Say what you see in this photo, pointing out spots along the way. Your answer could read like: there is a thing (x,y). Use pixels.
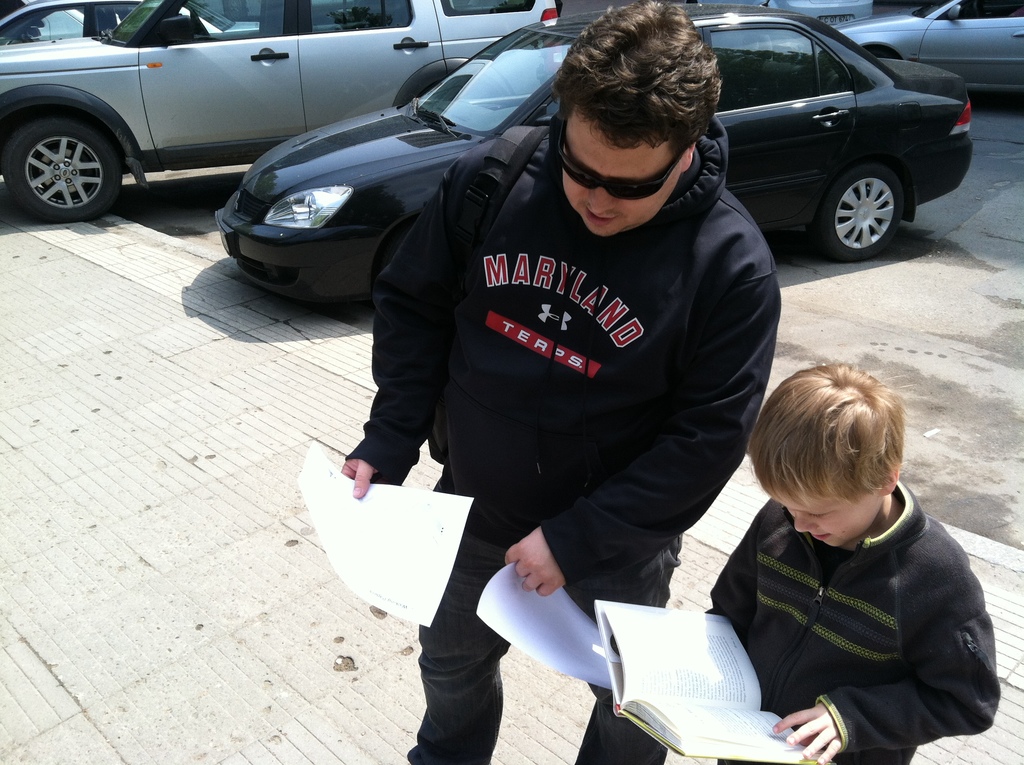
In this image, there are two persons (616,426) standing and holding a book (684,675) and papers (414,585). In the background (272,92), there are cars (742,33) on the road (845,279).
